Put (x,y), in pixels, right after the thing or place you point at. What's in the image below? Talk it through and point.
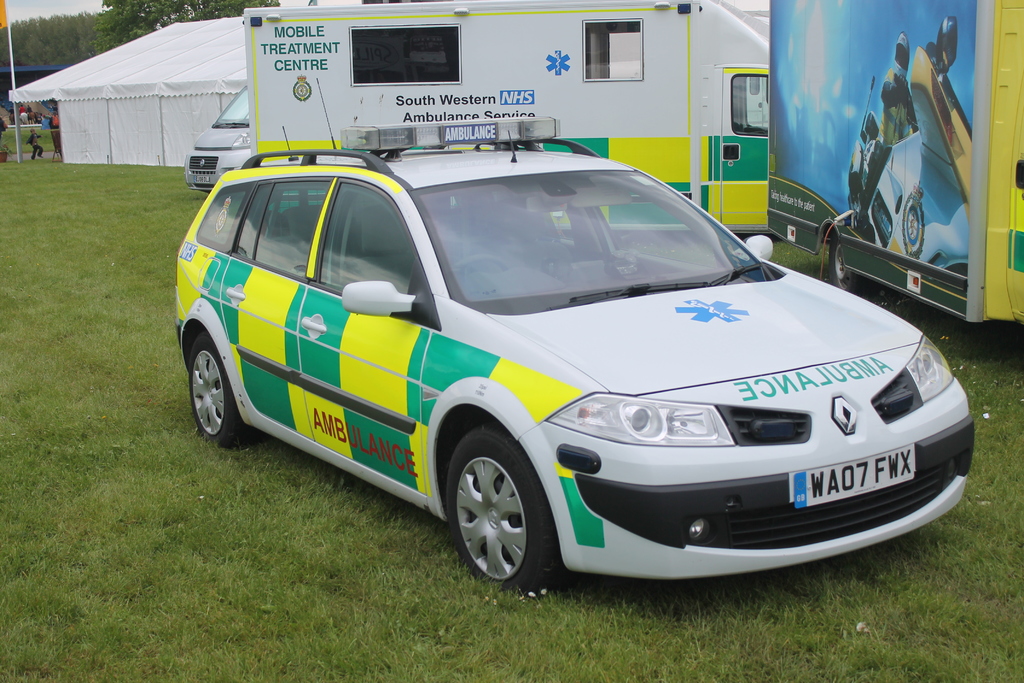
In the foreground of this image (611,412), there is a car (309,352) on the grass (318,582). In the background (753,101), there are few vehicles (633,94), a white tent (157,121), a flag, few persons (44,115), trees (53,64) and the sky (36,8) on the top (45,8).
